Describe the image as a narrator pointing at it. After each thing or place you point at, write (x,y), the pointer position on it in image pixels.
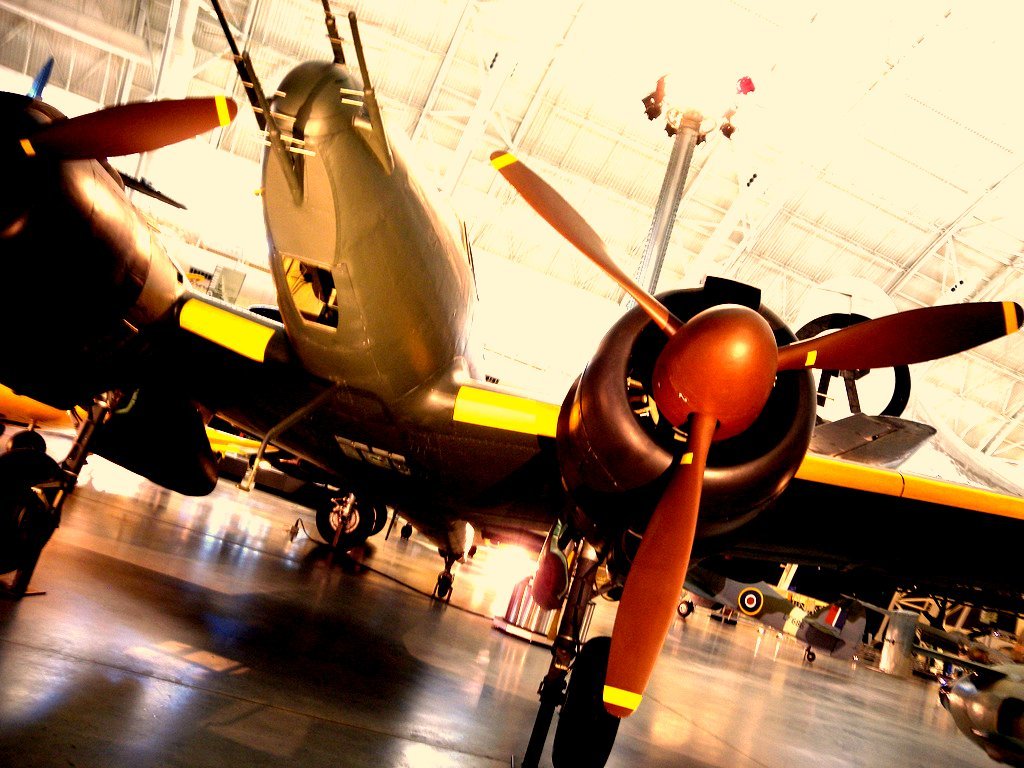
In this image I can see airplanes (482,437) and other objects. Here I can see lights (529,574).
